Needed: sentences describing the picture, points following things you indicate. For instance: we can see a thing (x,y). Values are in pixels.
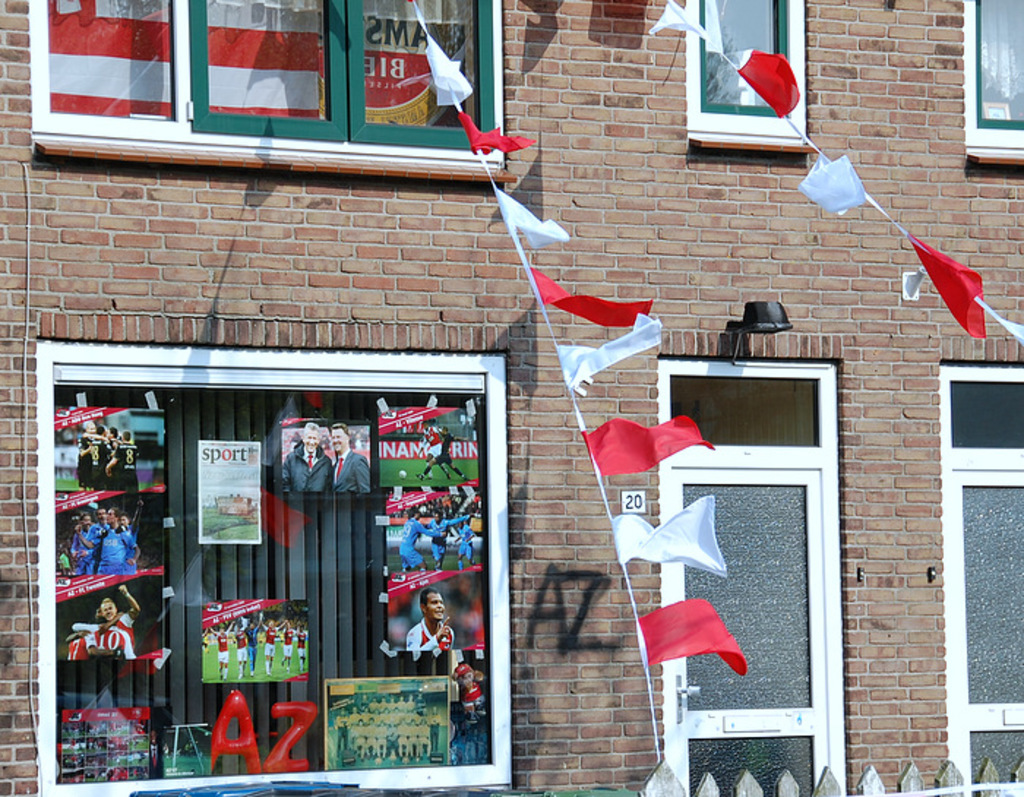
In this image I can see windows (422,137) to the building (618,231). I can see there are many frames (121,583) and stickers (273,627) attached to the windows (246,124). I can see some red and white color flags (613,473) in-front of the building (486,230).
